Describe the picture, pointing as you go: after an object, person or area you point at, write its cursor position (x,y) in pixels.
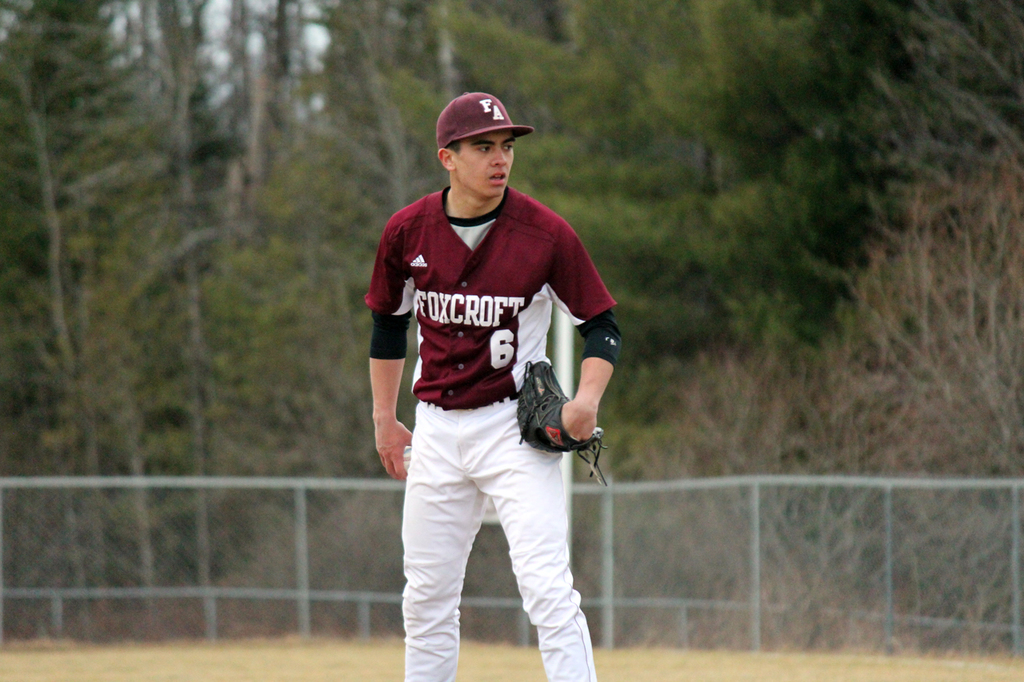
In this image I can see a person (491,278) wearing maroon and white colored dress (472,301) is standing and I can see he is wearing a black colored glove (534,363). In the background (263,494) I can see the railing (279,533), few trees (29,245) and the sky (248,6).
